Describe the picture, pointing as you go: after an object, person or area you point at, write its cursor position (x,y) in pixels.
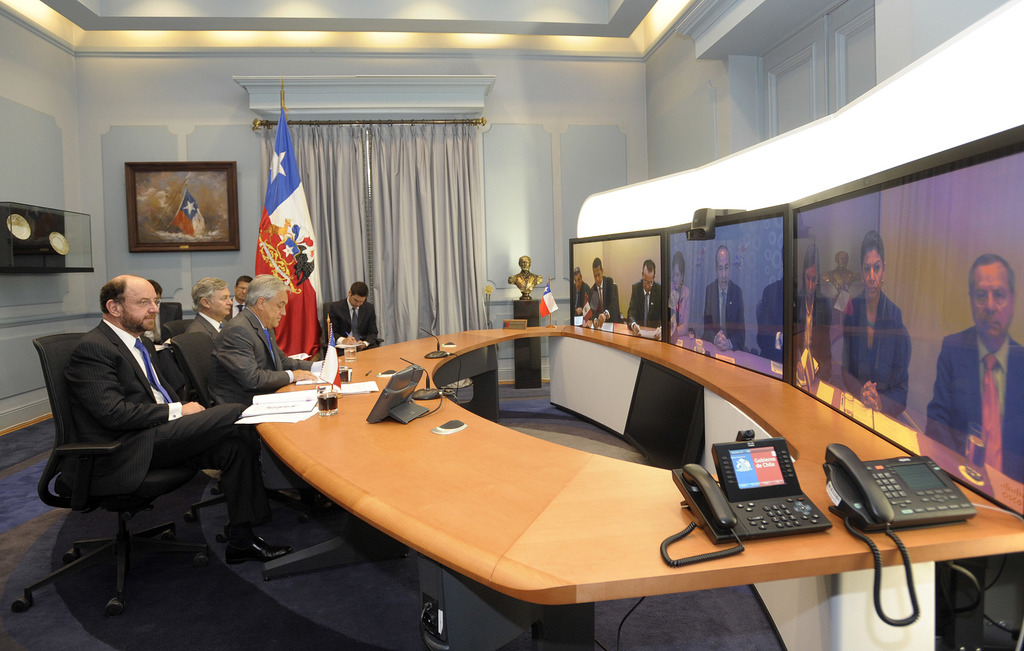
There are some people (160,351) sitting in the chairs (206,343) in front of a table (420,454) on which a screen (377,402), glass (332,395) some papers (321,384) and two telephones (714,496) were placed. There are three TVs (666,321) attached to the wall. In the background (330,270) there is a flag (298,290) curtain (315,206) and a photo frame (163,200) attached to the wall (120,194).
